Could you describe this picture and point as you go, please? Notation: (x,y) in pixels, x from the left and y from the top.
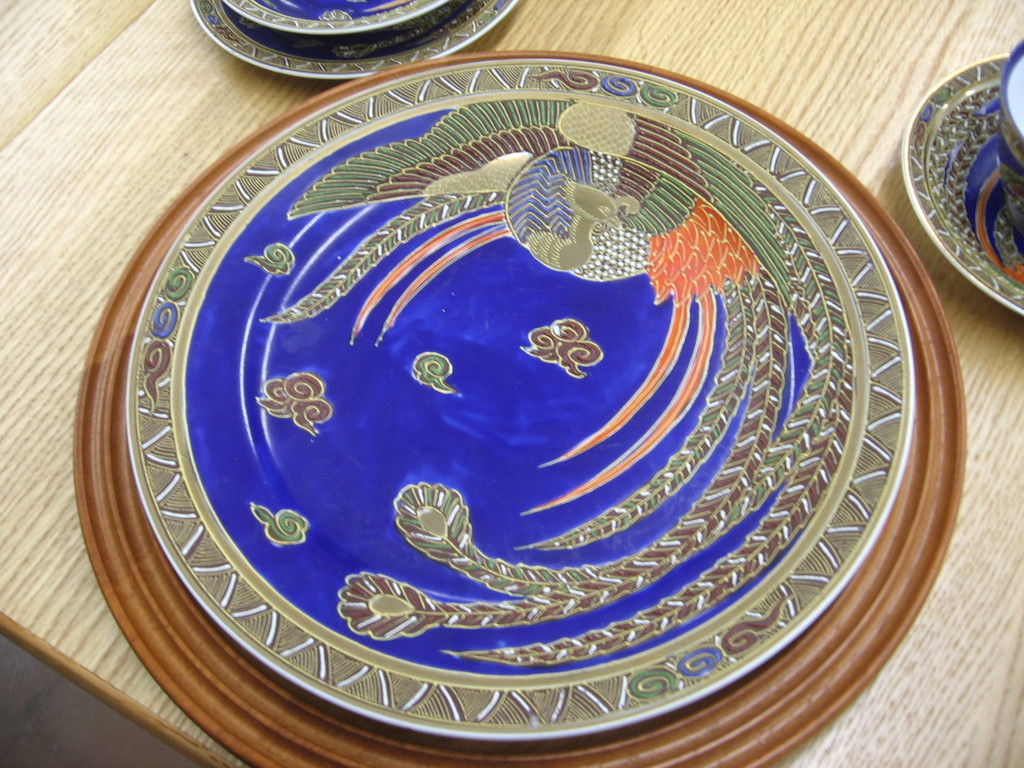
In this image there are objects (424,223) on the surface (58,295), there is an object (1001,203) truncated towards the right of the image (1003,279), there is an object (313,14) truncated towards the top of the image (295,13), there is an object (279,734) truncated towards the bottom of the image (633,524).
